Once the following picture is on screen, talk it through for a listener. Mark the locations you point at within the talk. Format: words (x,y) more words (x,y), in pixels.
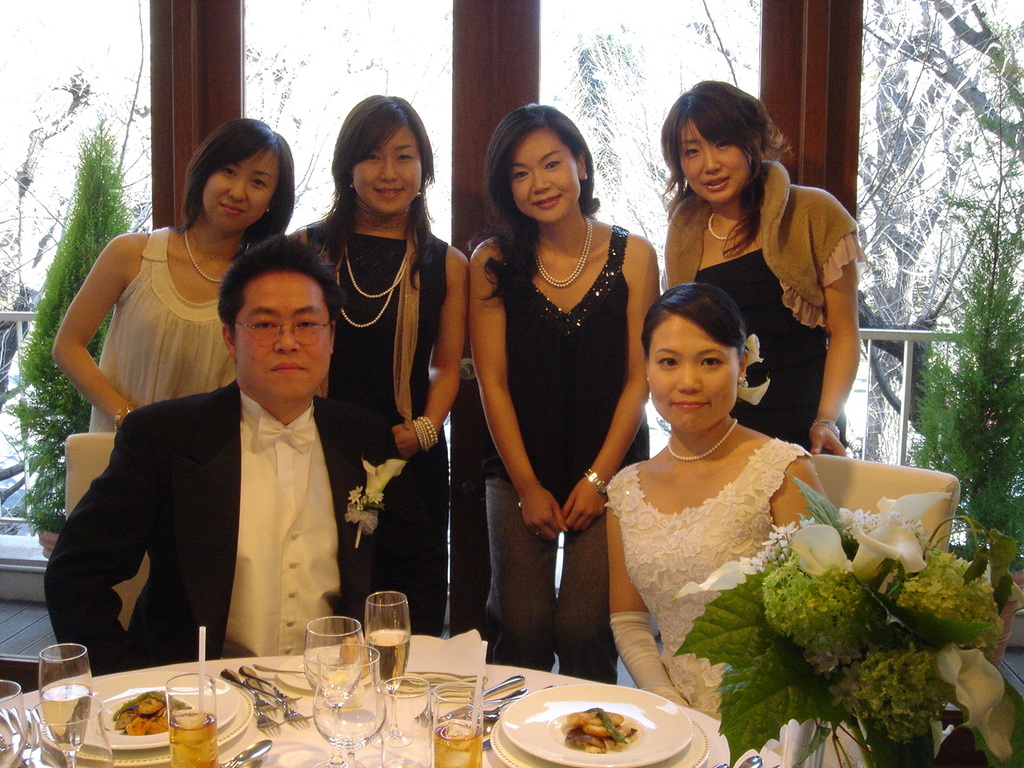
In this image in the front (314,643) on the table (278,735) there are glasses (439,725), plates (532,741), forks (296,719), spoons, tissues (441,666) and in the center (408,462) there are persons (283,533) sitting and in the background (796,234) there are women (629,243) standing and smiling and there are plants (49,323) and there are windows (952,60) and there is a fence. In the front (895,653) on the right side (857,662) there are flowers (840,677).
